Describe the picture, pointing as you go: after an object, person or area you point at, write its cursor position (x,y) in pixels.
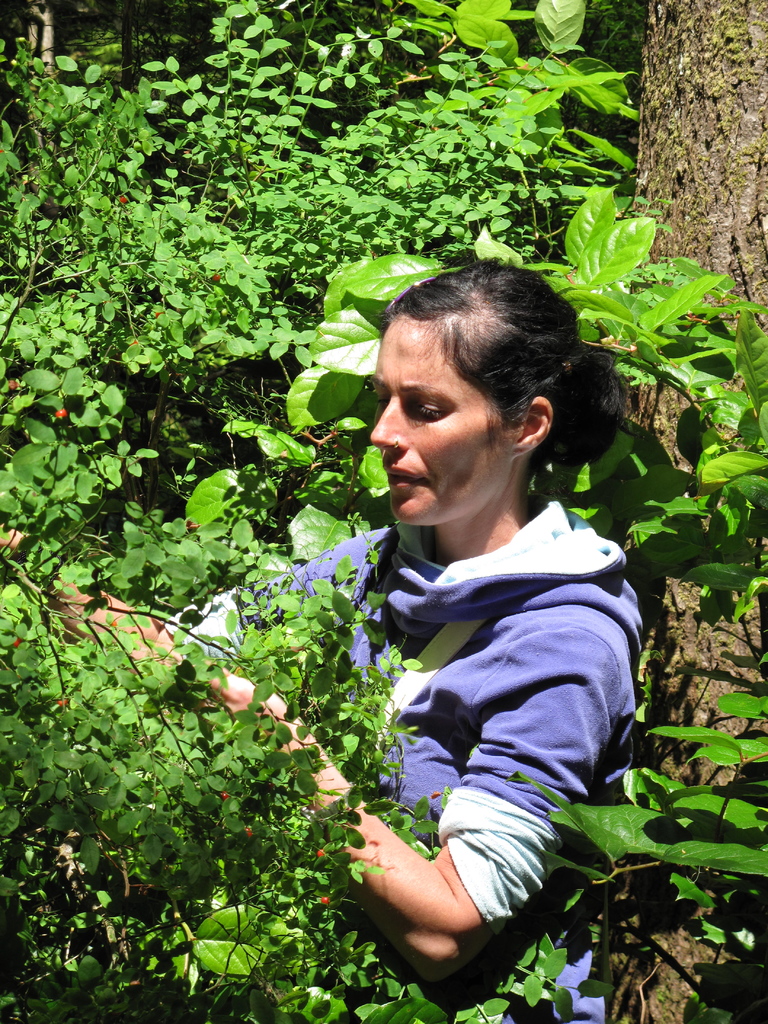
In this image there is a woman (564,574) in the middle (496,621) who is standing near the trunk (710,127) of the tree (702,189). There are green leaves (337,654) around her.
